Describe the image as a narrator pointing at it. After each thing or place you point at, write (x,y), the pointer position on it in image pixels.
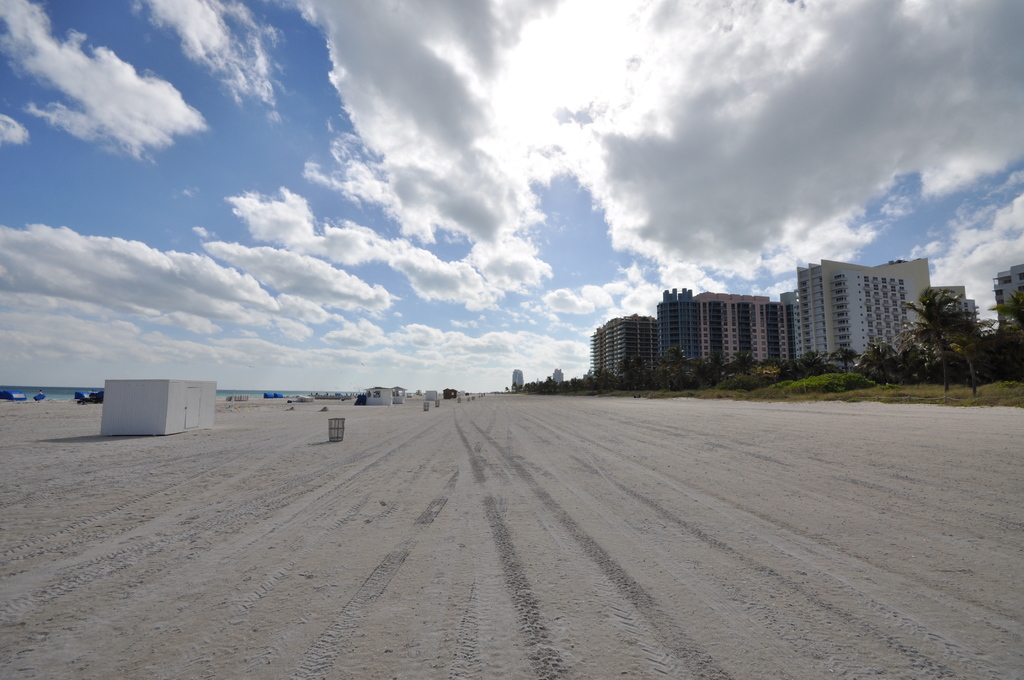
In this picture we can see sheds (386,391) and some objects (7,399) on the ground (499,490), buildings (829,344), trees (799,376), grass (895,394) and in the background (475,334) we can see the sky (454,156) with clouds (454,156).
